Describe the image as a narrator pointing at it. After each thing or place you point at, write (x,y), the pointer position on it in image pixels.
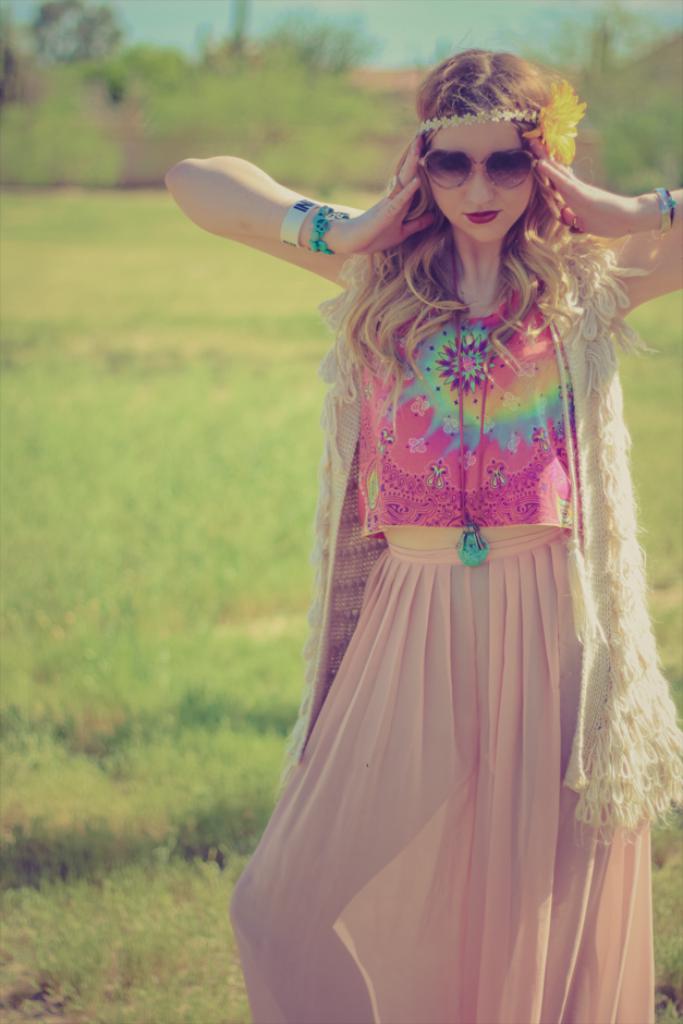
In this image I can see the person (351,702) wearing the pink and blue color dress (433,610). I can see the person (444,209) with the goggles (441,178). The person (448,167) is standing on the grass (132,691). In the background (396,13) I can see the trees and the sky (406,4).
